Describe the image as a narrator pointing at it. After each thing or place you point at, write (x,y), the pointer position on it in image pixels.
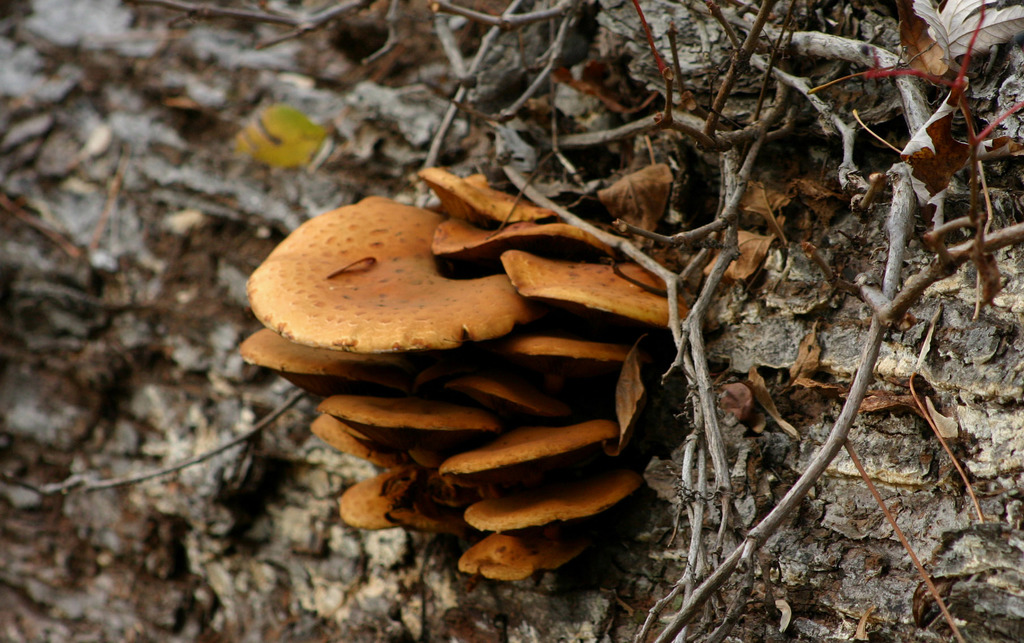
In this picture we can see mushrooms (488,291), sticks (752,45) and dried leaves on a tree trunk (207,340).
